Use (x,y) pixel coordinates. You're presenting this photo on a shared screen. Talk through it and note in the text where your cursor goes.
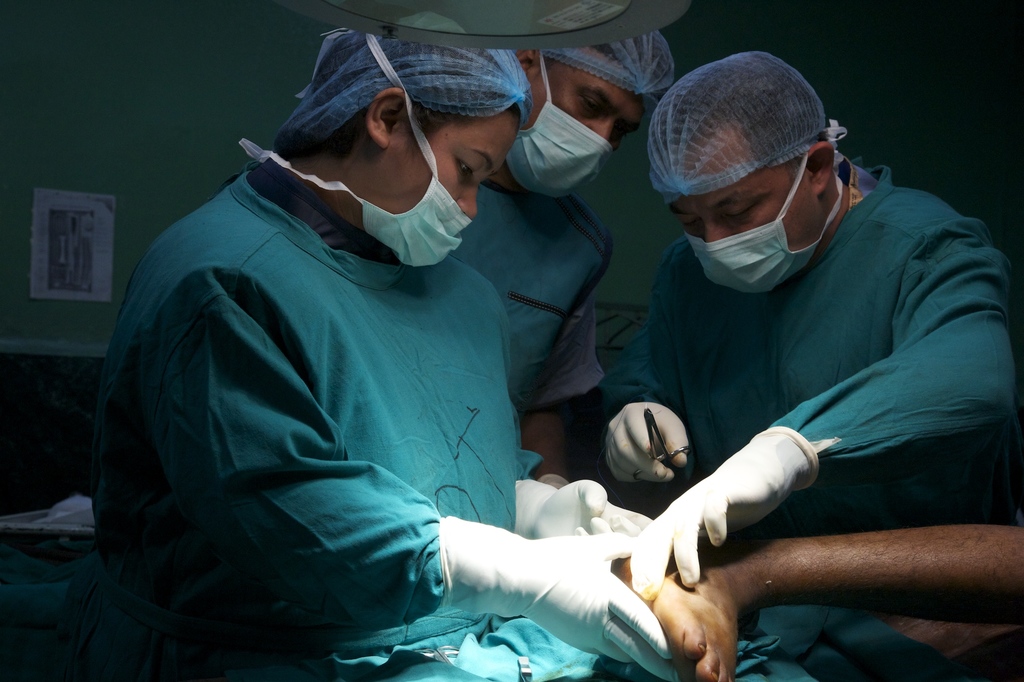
This image is in operation theater (229,62) where we can see three people (427,329) wearing masks (759,242) and coats (697,386) and also there is a person's leg (782,588). In the background (42,277), there is a poster (64,277) on the wall (183,146) and few objects (38,568).
